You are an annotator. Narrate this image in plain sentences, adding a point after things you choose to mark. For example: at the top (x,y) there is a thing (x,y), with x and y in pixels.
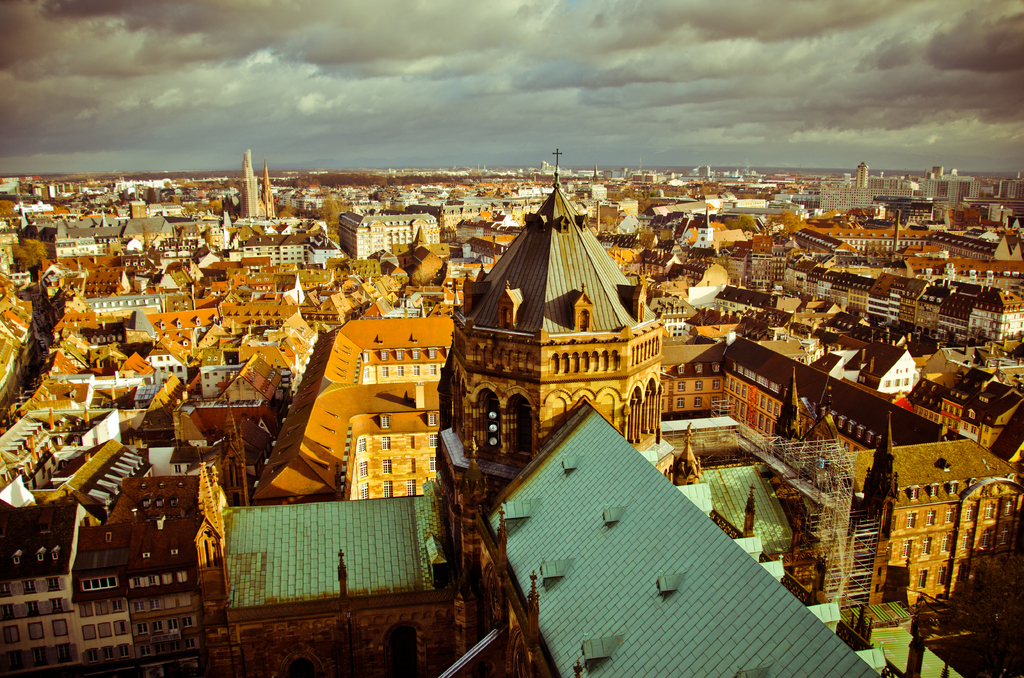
In this image there are houses (596,218), in the background (67,157) there is the sky (348,64).
